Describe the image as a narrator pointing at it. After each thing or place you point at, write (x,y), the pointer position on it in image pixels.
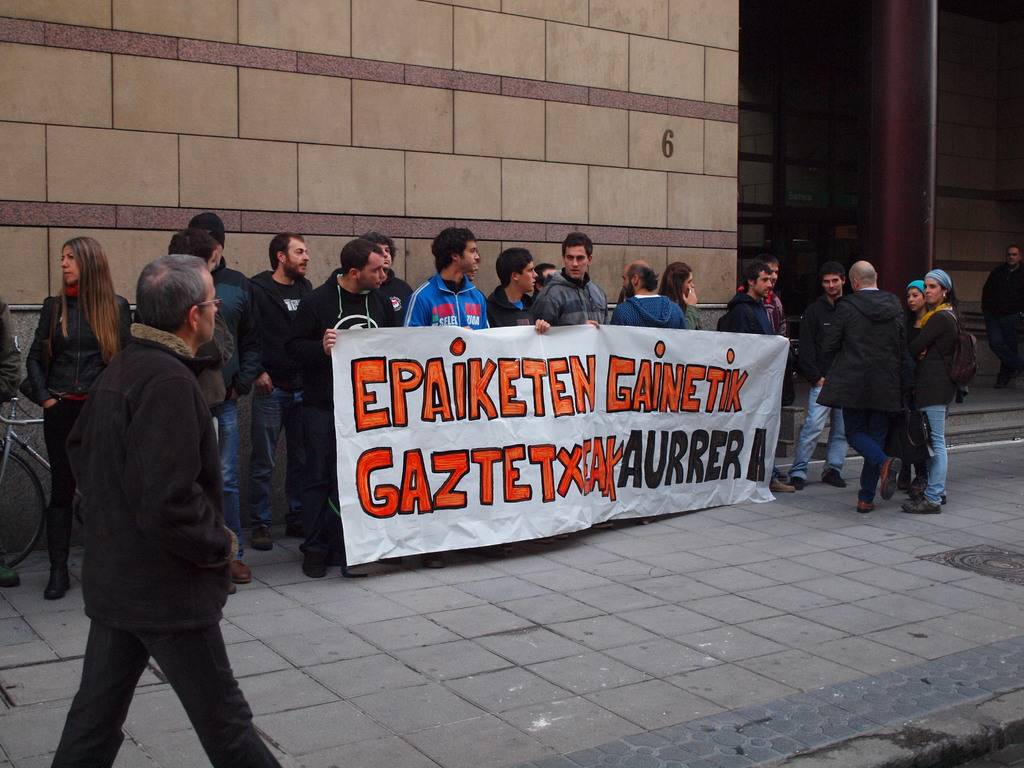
This picture describes about group of people (600,317), few people (460,292) are standing and few are walking, in the middle of the image (525,302) we can see few people (514,304) are holding a flex (451,343), beside to them we can find a bicycle (4,422).
